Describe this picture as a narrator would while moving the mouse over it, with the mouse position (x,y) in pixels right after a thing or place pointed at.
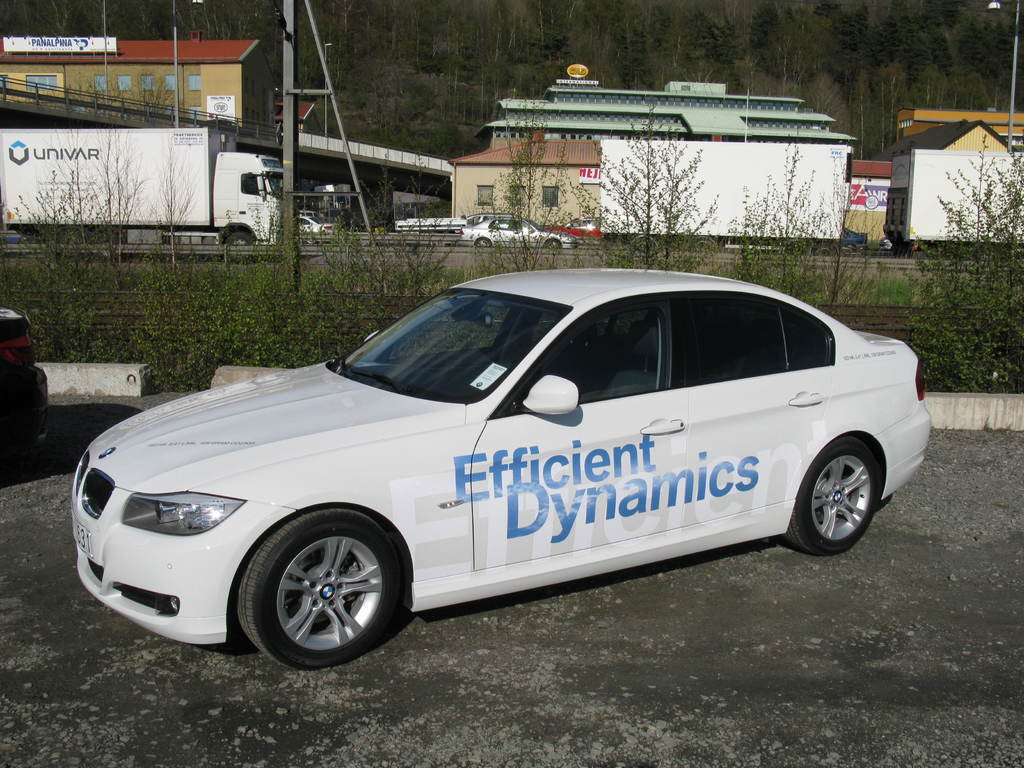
In this image there is a white color car (477,519) in the bottom of this image (470,542) and there are some trees (244,312) in the background (208,323). There are some houses (703,138) on the top of this image (560,194) and there is a vehicle (245,197) on the left side of this image (197,179) and there are some trees (616,49) on the top of this image (687,45).
